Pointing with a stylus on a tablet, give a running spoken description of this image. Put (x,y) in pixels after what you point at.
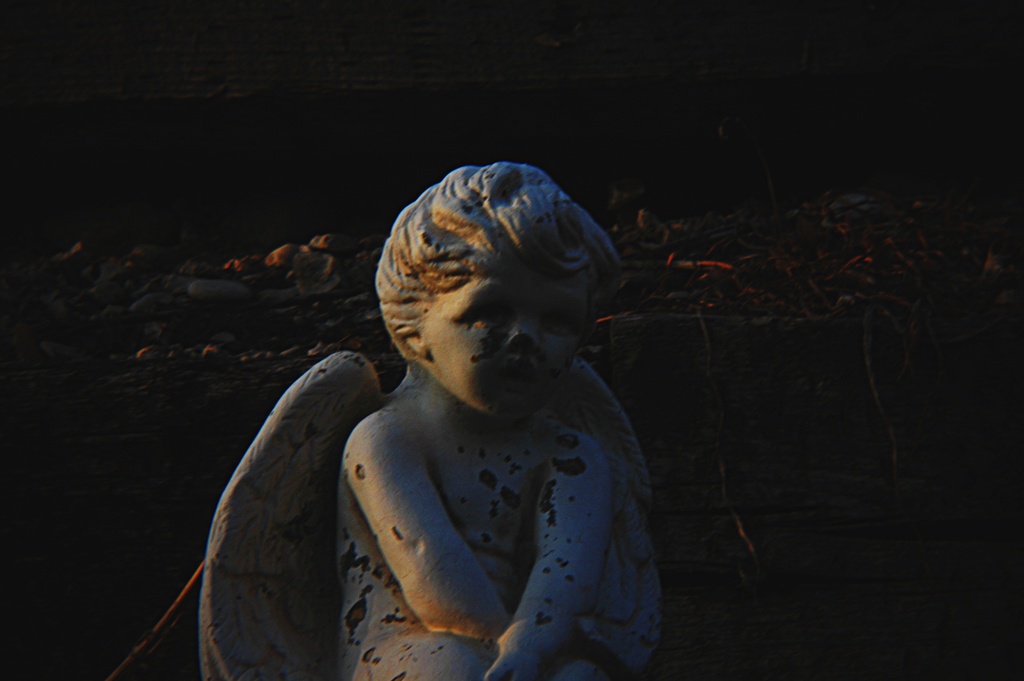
This looks like a sculpture (489,504) of a boy (462,478) with the wings (227,541). In the background (236,288), I can see the rocks (309,275).
